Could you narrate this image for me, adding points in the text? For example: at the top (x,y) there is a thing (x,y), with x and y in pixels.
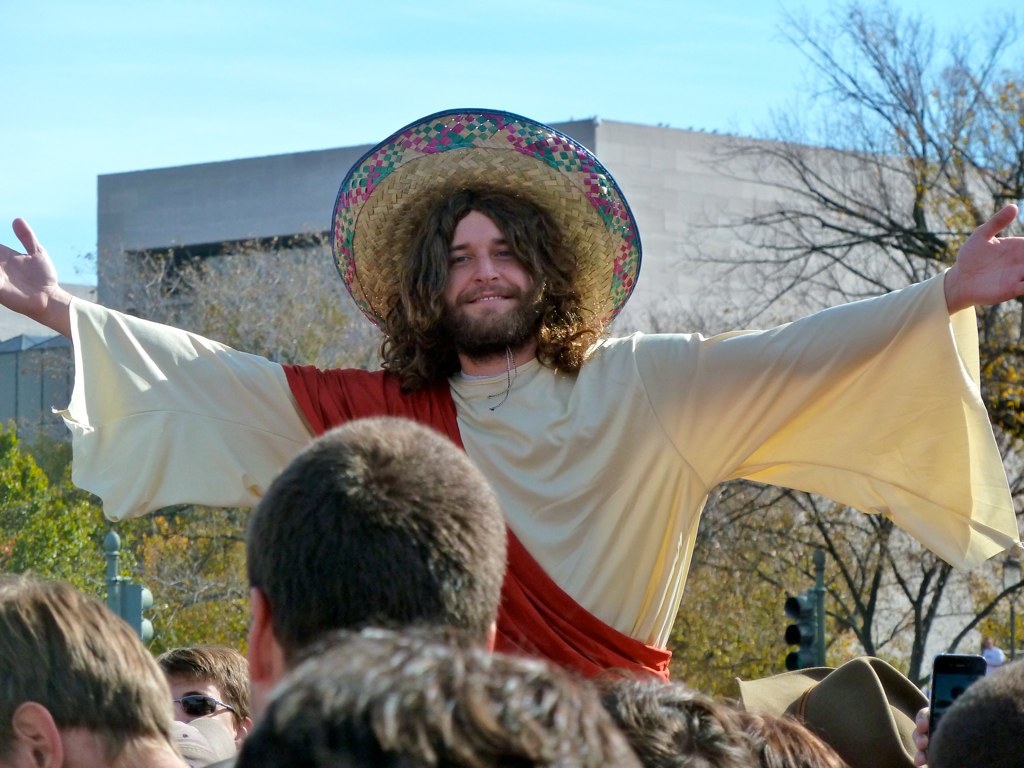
In this image we can see a few people (424,531) there are some trees (769,638), buildings (876,635), lights (148,607) and poles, in the background (380,66) we can see the sky (695,48).
